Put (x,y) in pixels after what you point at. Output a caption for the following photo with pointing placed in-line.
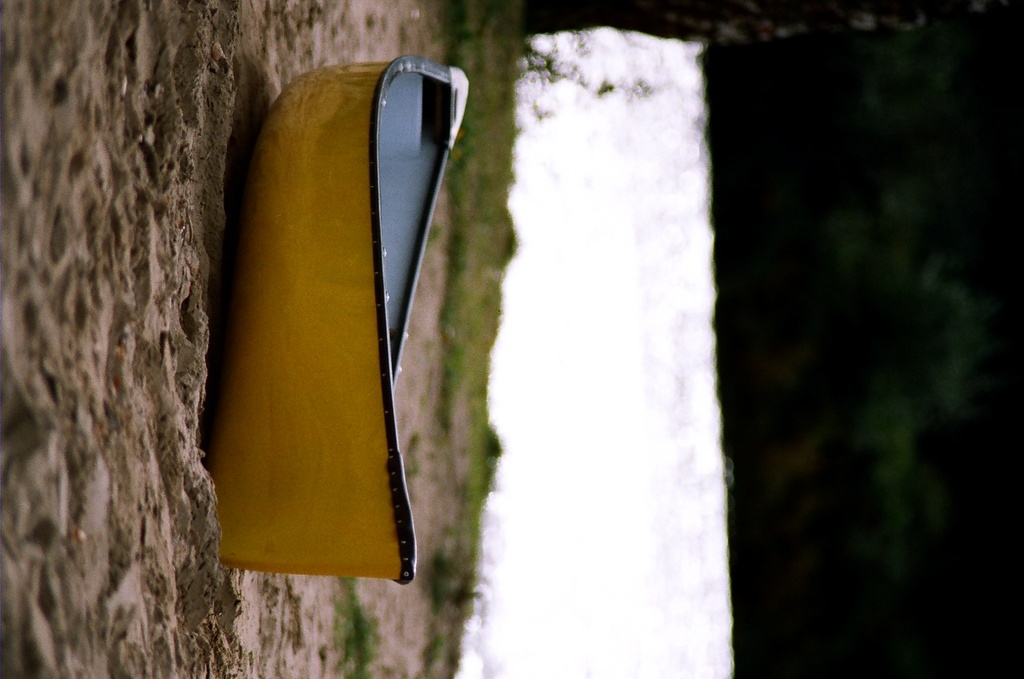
In this image we can see boat (282,371) which is in yellow color is on the ground (165,250) there is sand (246,26) and the background (508,84) image is blur.
